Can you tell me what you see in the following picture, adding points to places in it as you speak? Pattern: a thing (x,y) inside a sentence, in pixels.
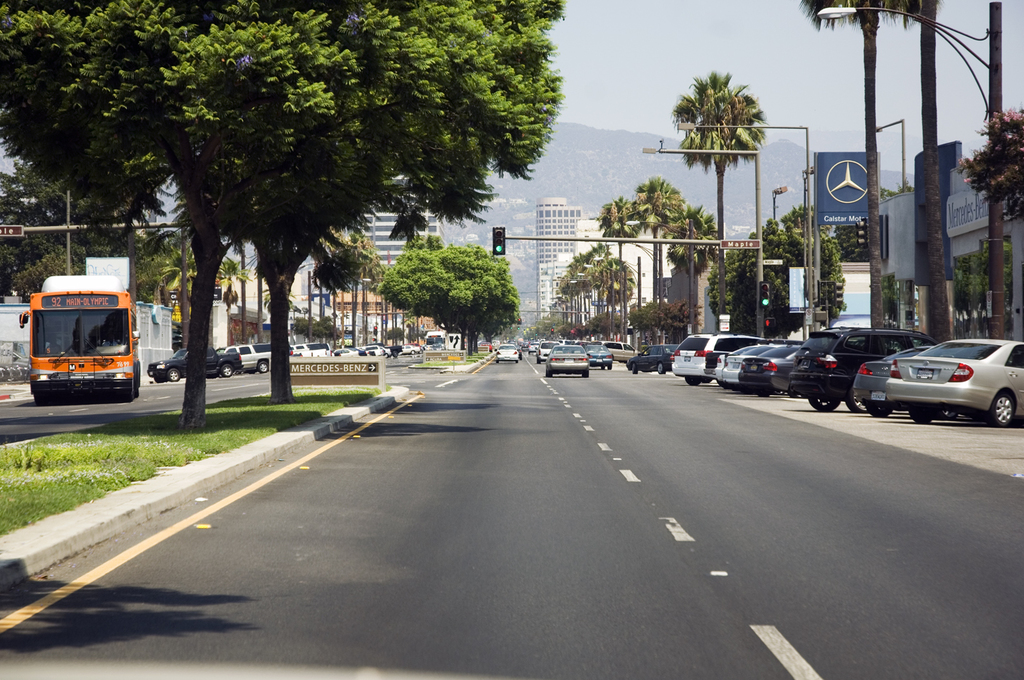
In this image we can see group of vehicle (963,381) parked on the road (385,415). To the right side of the image (852,200), we can see a signboard (852,200) with some text (978,208), group of traffic poles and in the background (1012,262), we can see a group of trees (494,267), buildings (572,224) and sky (590,76).
